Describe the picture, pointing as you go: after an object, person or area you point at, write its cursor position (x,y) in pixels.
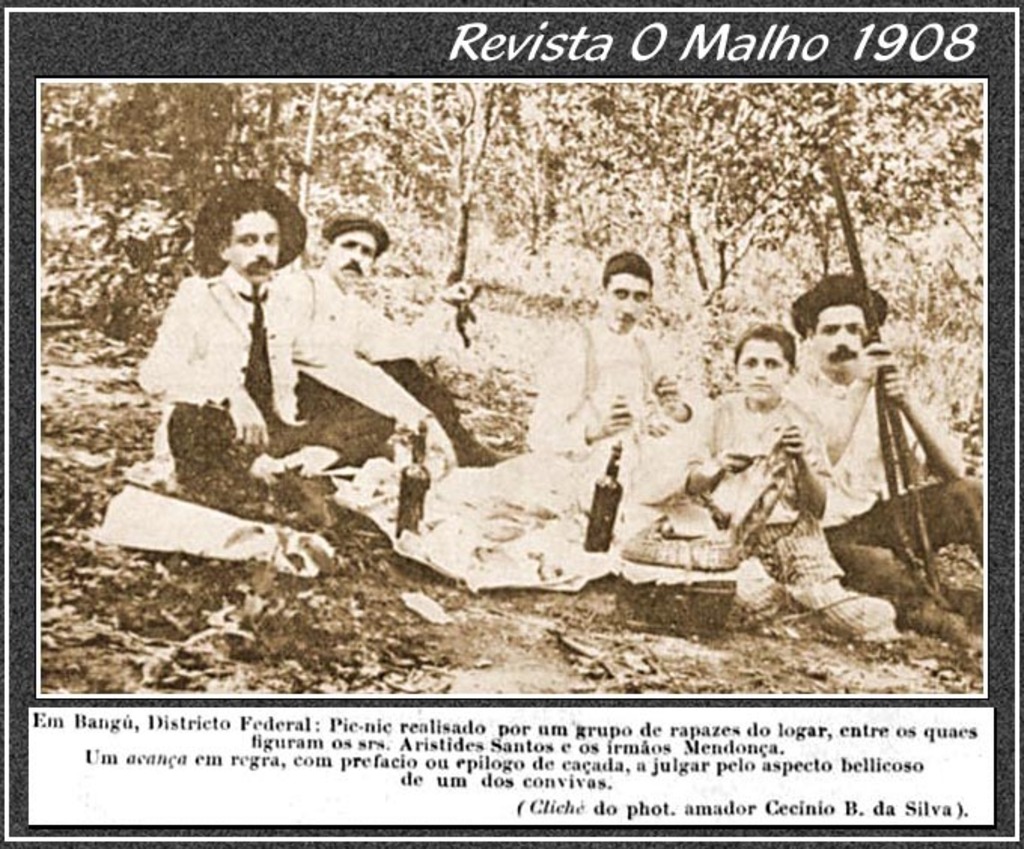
This is a black and white picture. This picture is a poster. At the bottom (334,729) there is text (546,811). In the center of the picture (389,344) there are people (449,410), bottles (605,492), cloth (541,560), basket (727,554), dry leaves (189,602) and trees (335,170). At the top (766,42) there is text (766,42).
